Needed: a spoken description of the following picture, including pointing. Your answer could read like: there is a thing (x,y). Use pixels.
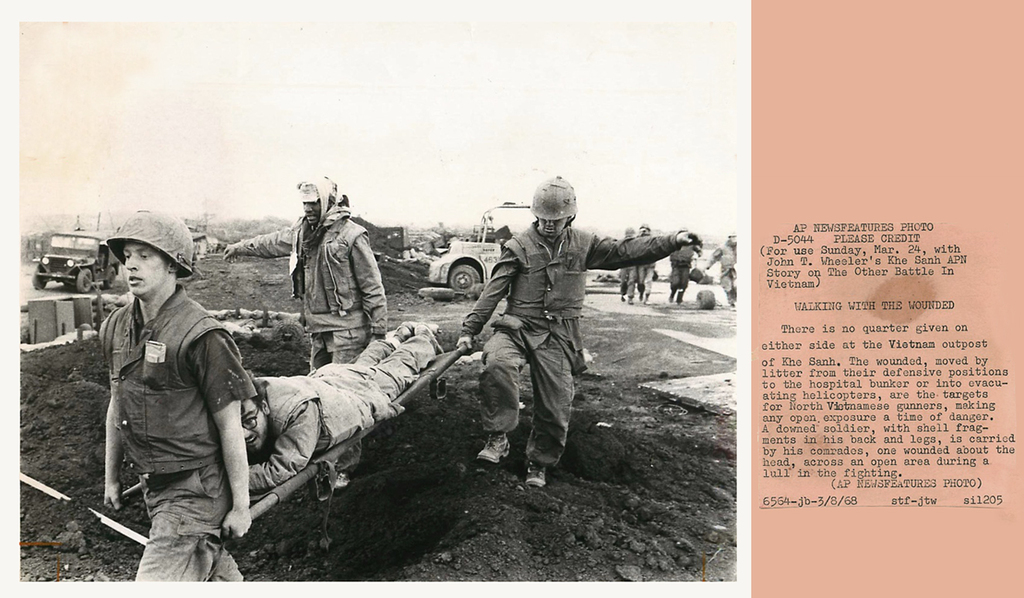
In this image we can see a group of people (379,401). Some people (571,229) are carrying a stretcher (418,390) with a person (367,407) on it. Behind the persons (217,420) we can see few vehicles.
